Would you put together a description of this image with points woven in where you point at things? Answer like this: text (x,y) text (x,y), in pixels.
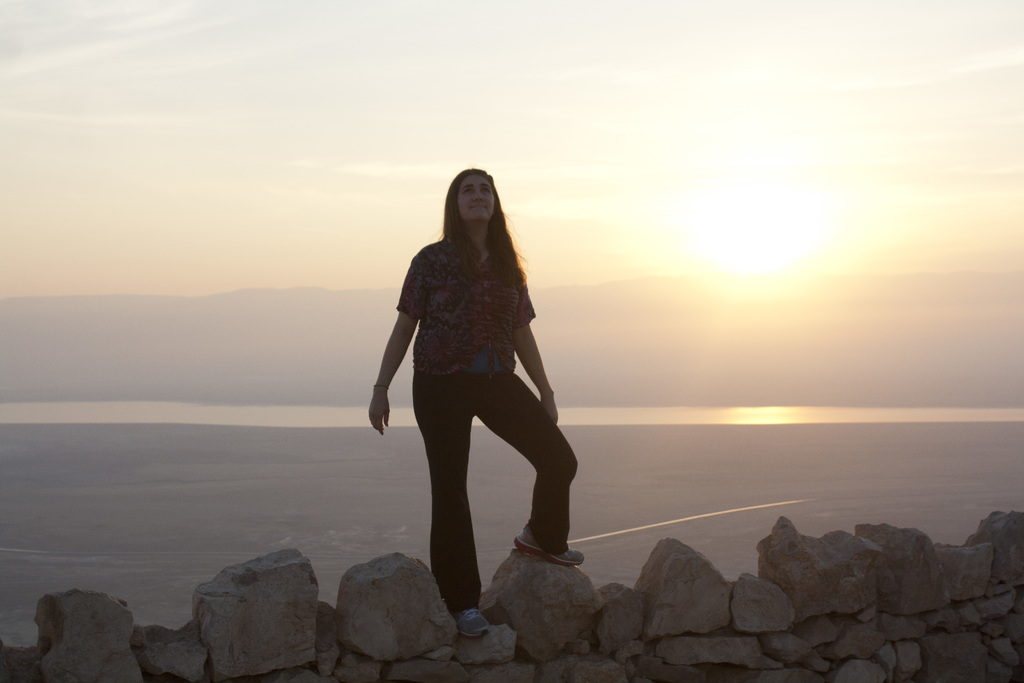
In this picture there is a woman (446,353) standing on the rock (484,663). At the back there is water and there are mountains (728,303). At the top (528,62) there is sky (434,111) and there are clouds (616,102) and there is a sun (759,225).
